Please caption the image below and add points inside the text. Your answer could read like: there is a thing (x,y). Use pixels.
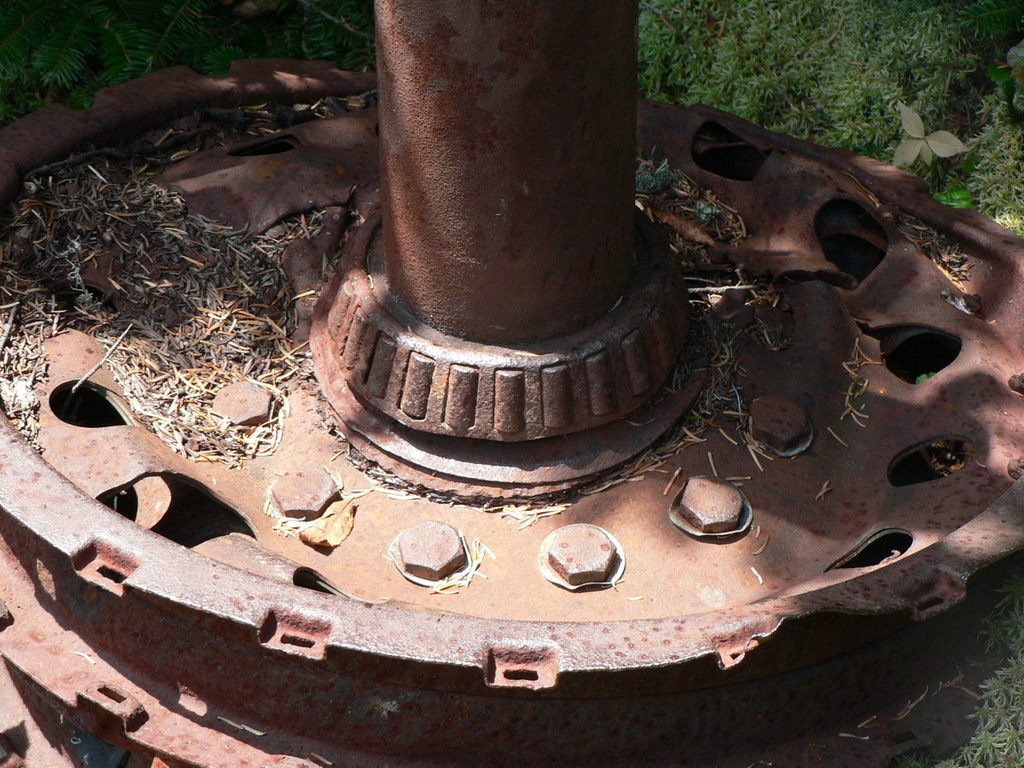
In this image there is a metal object (606,118), in the background (901,65) there is grass (960,94).
